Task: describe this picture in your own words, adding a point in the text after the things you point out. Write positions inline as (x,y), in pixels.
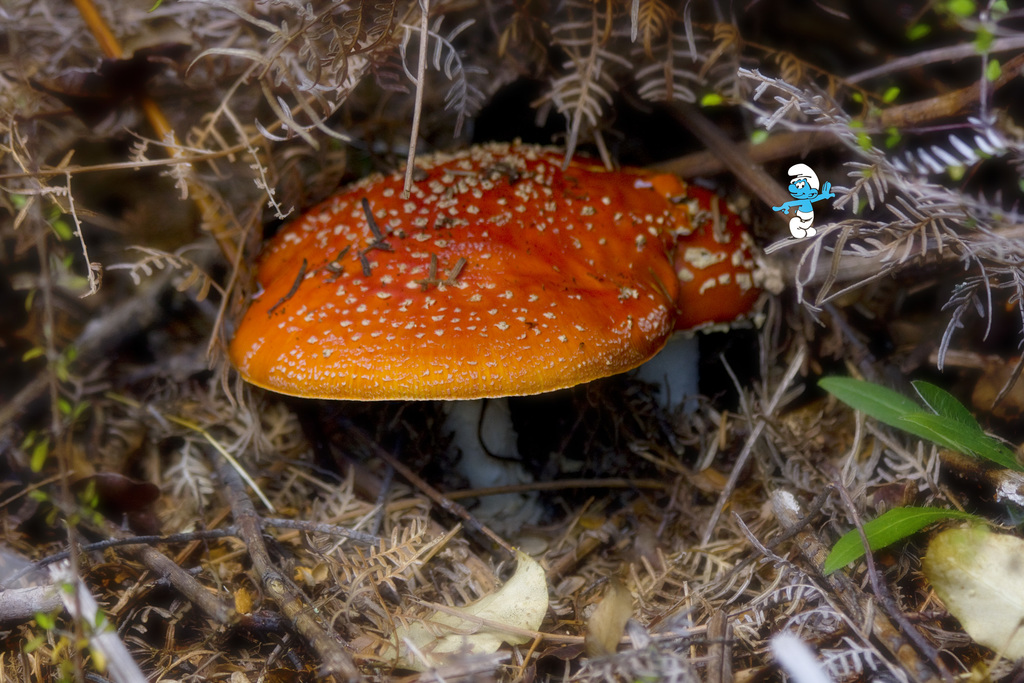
In this picture we can see mushrooms (536,384) on the ground (603,437), here we can see leaves (149,494), sticks (151,542) and some objects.
